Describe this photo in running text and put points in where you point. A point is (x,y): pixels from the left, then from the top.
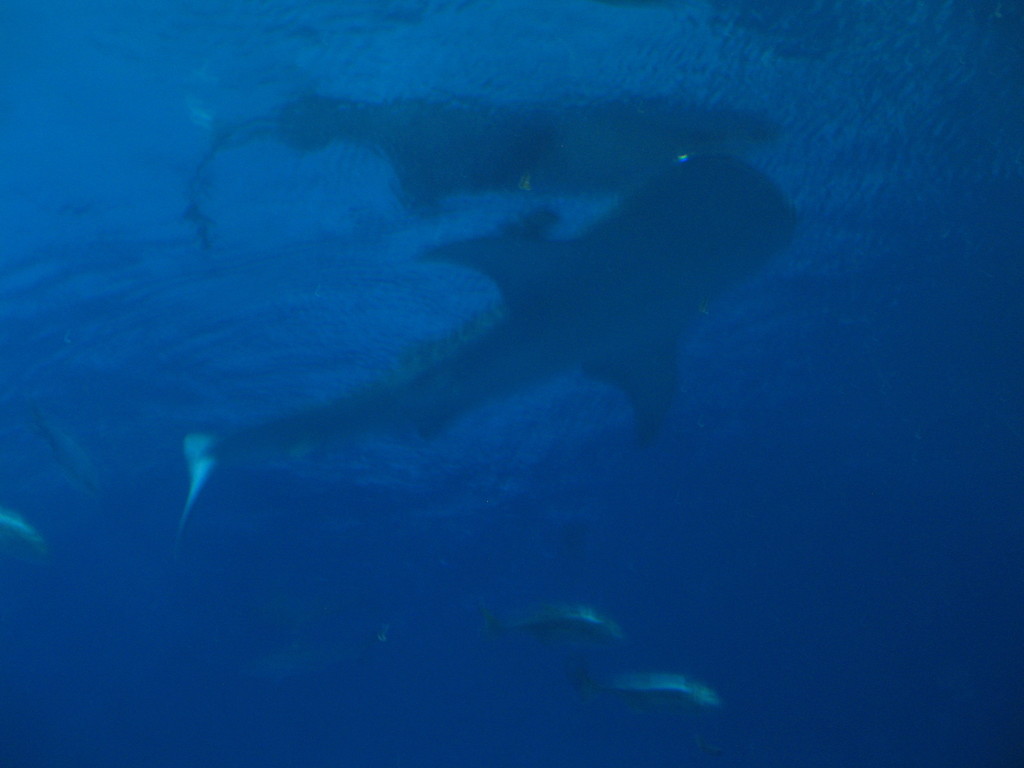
In this image we can see some fishes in the water (495,531).
